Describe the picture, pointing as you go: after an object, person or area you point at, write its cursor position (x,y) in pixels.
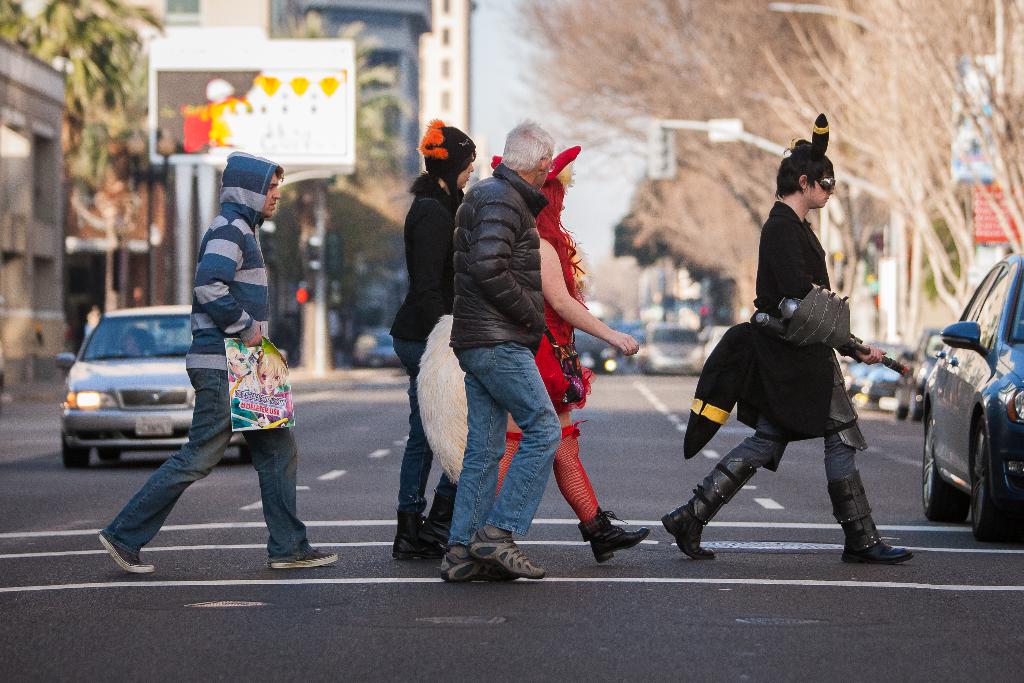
This picture shows few people (549,438) crossing the road (799,593) and we see few cars (665,334) on the road (673,405) and we see buildings (355,11), trees (135,45) and a hoarding board (172,130) and a cloudy sky (501,104) and we see few people (794,168) wore fancy dress (742,350).
